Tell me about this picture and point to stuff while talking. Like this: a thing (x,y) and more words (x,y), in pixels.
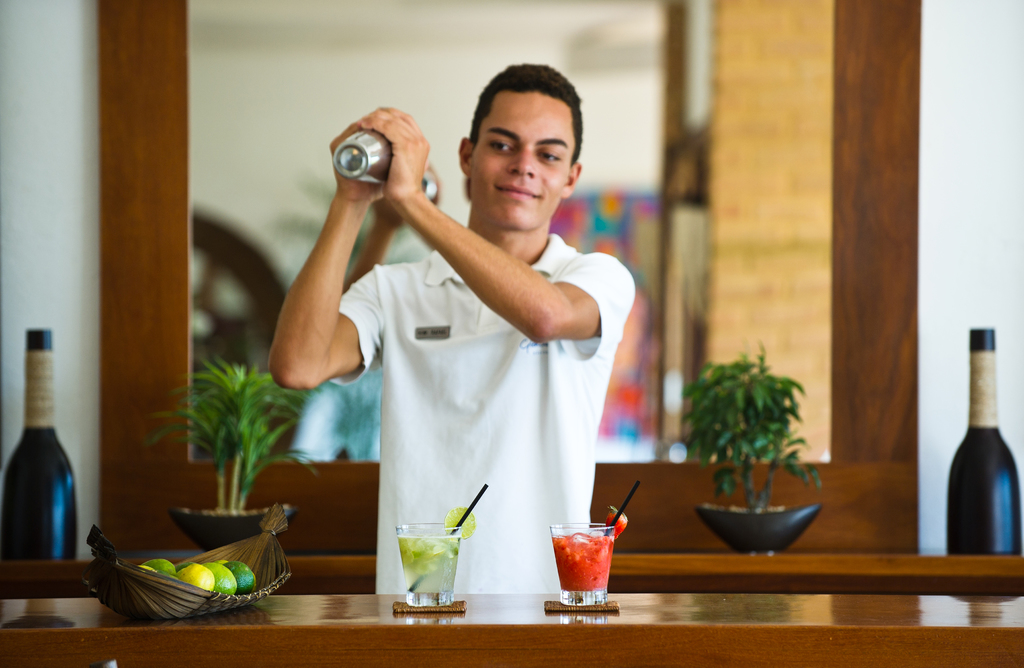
This image consists of a table (449,613). On that there are fruits (252,587) and glasses (422,534). There are two bottles (23,464) on the left side (79,475) and right side (984,495). There are two plants (217,534). There is a person (533,246) standing in the middle (385,332). He is holding something in his hand (392,183). There is a mirror (572,212) behind him.
